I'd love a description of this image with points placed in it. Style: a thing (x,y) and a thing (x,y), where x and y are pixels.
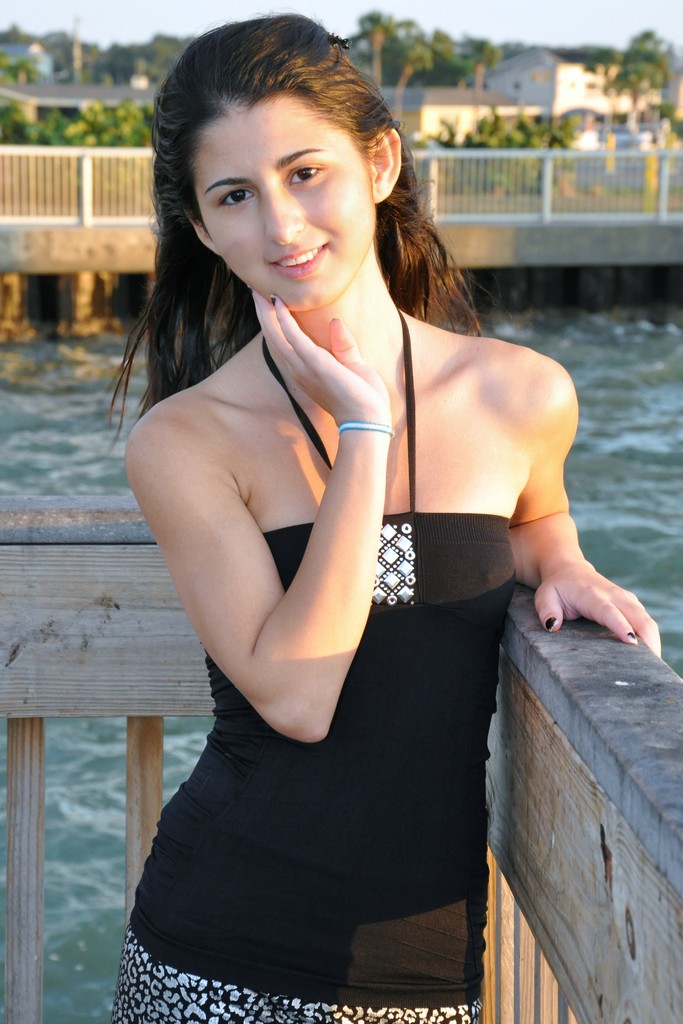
In this image we can see a woman (375,599) standing and smiling, there is a bridge (512,255) above the water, there are some trees (497,133), buildings (506,80) and the fence (418,163), also we can see the sky (453,18).
